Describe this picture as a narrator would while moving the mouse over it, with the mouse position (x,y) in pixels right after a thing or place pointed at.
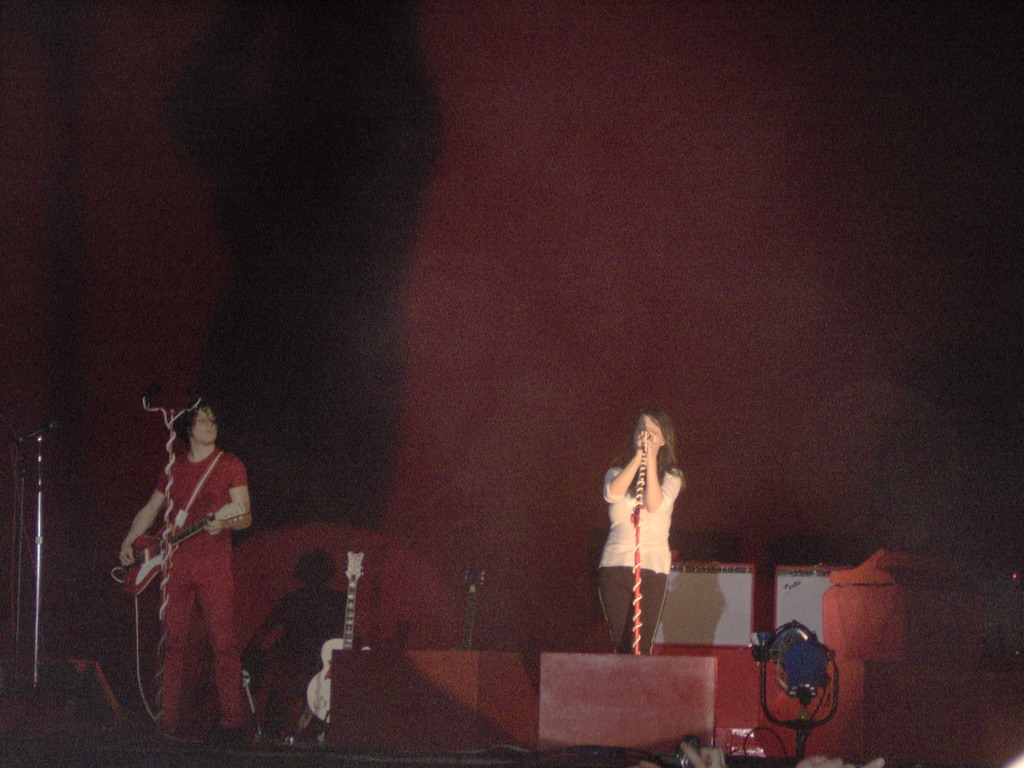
In this image, we can see a stage (386,750). There are 2 peoples (608,564) are standing on the stage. In-front of them, we can see a stands (167,527) with microphones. And the middle of the image (635,451), the women (655,542) wear a cream color shirt (663,535) and brown color pant (650,611). And the left side of the image (225,561), human (210,552) wear a red t-shirt (210,505) and red color pant (227,598). And he hold a guitar (156,564). Here we can see another guitar (349,637). There is a light (799,657) here. The background (506,417), we can see red color cloth (510,395). Here we can see red color everywhere.
